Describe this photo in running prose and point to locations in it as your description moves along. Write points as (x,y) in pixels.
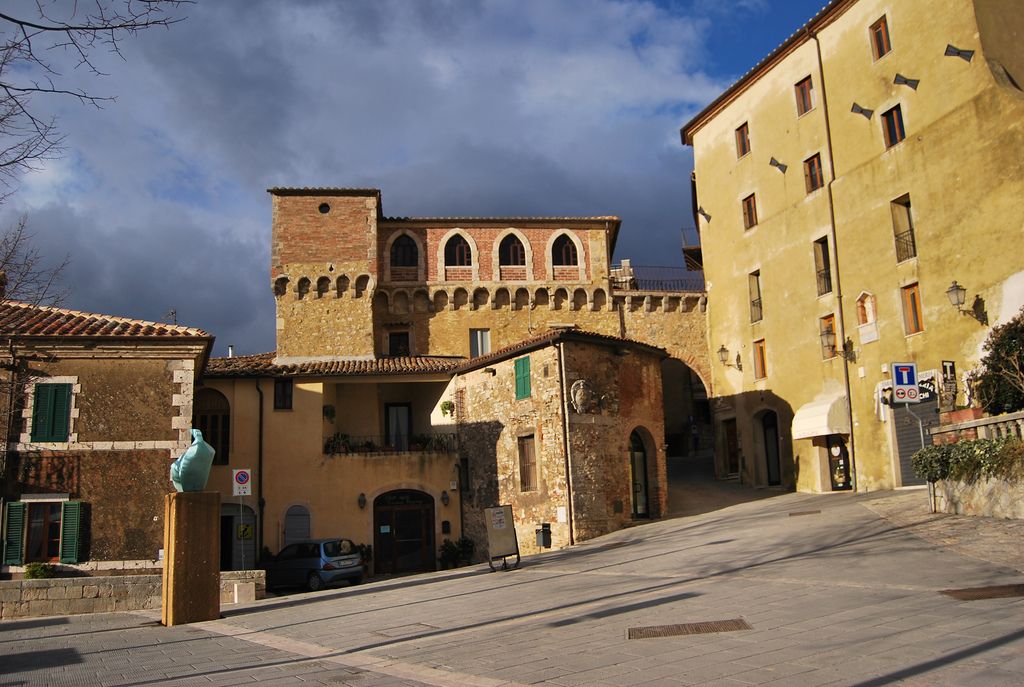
There is of fort (485,313) and in front of the fort (501,312) there are few houses (362,407) and a building (765,391), in front of one of the house (312,520) there is a car (280,565) and in the right side (1004,374) in front of the building (968,368) there is a tree (999,406) and some plants (964,448). Beside the tree (1012,386) there is a caution board (911,388).
